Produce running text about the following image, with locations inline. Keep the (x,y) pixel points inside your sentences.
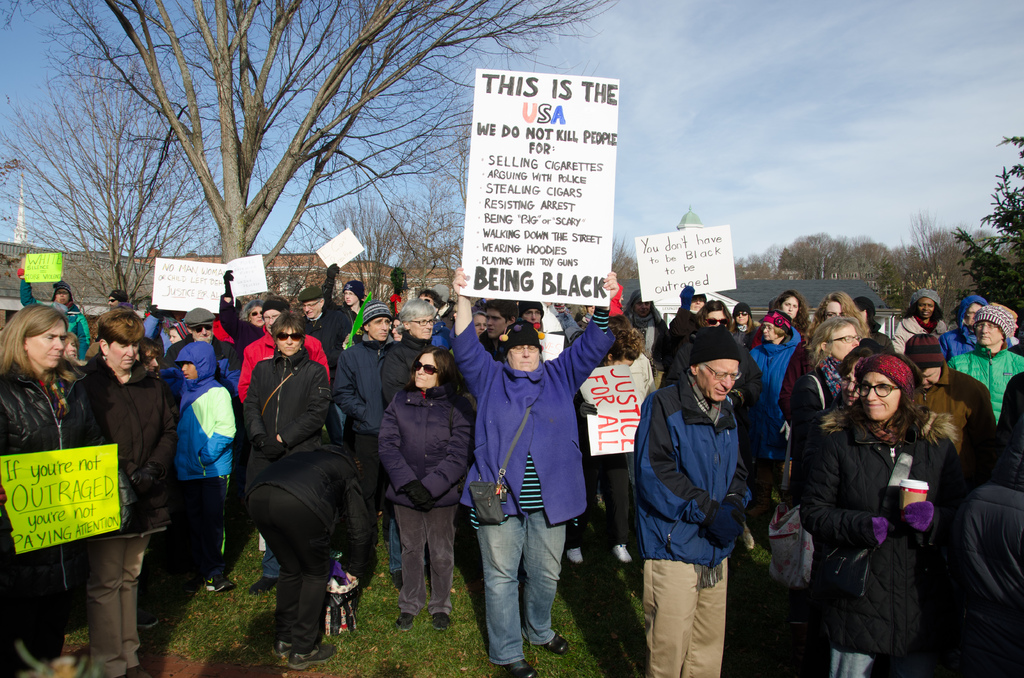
In the foreground of the picture (370,334) we can see lot of people (440,391), they are holding placards (43,258). In the middle of the picture (383,283) we can see trees (979,273) and buildings (870,290). At the top (404,78) there is sky (945,49).
